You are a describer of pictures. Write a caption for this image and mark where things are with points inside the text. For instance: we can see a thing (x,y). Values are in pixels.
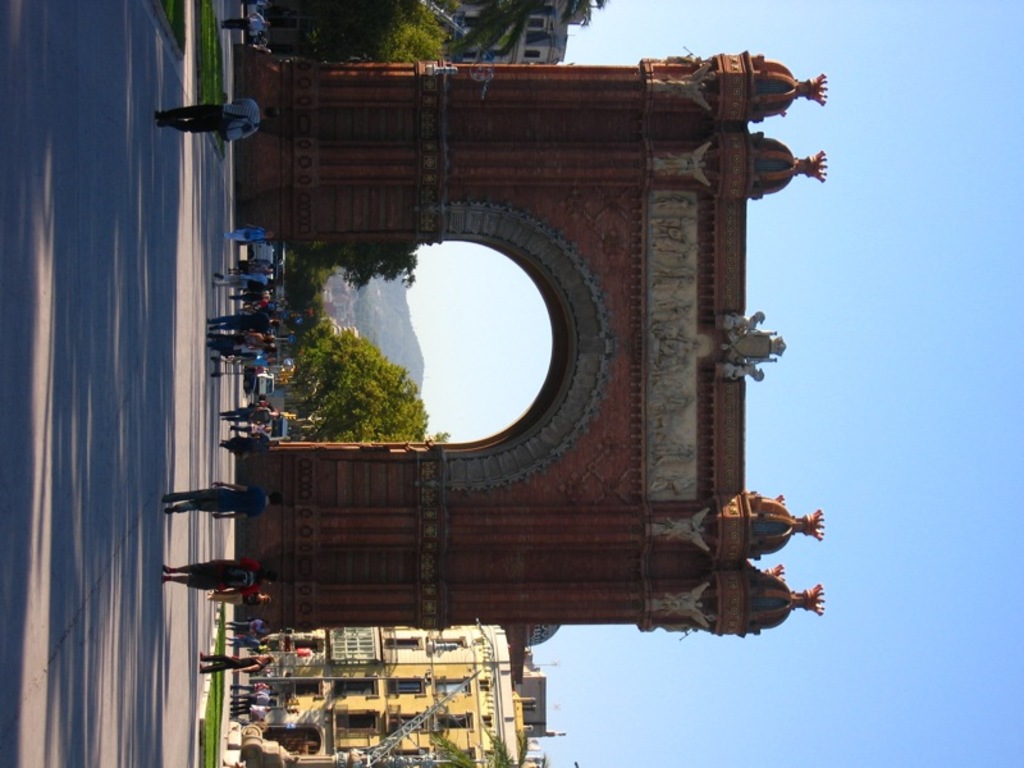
In this image we can see an arch (572,488) and there are people (263,504). In the background (461,724) there are trees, buildings (488,687), hills (374,323) and sky (812,402). On the left (82,314) there is a road (169,426).
